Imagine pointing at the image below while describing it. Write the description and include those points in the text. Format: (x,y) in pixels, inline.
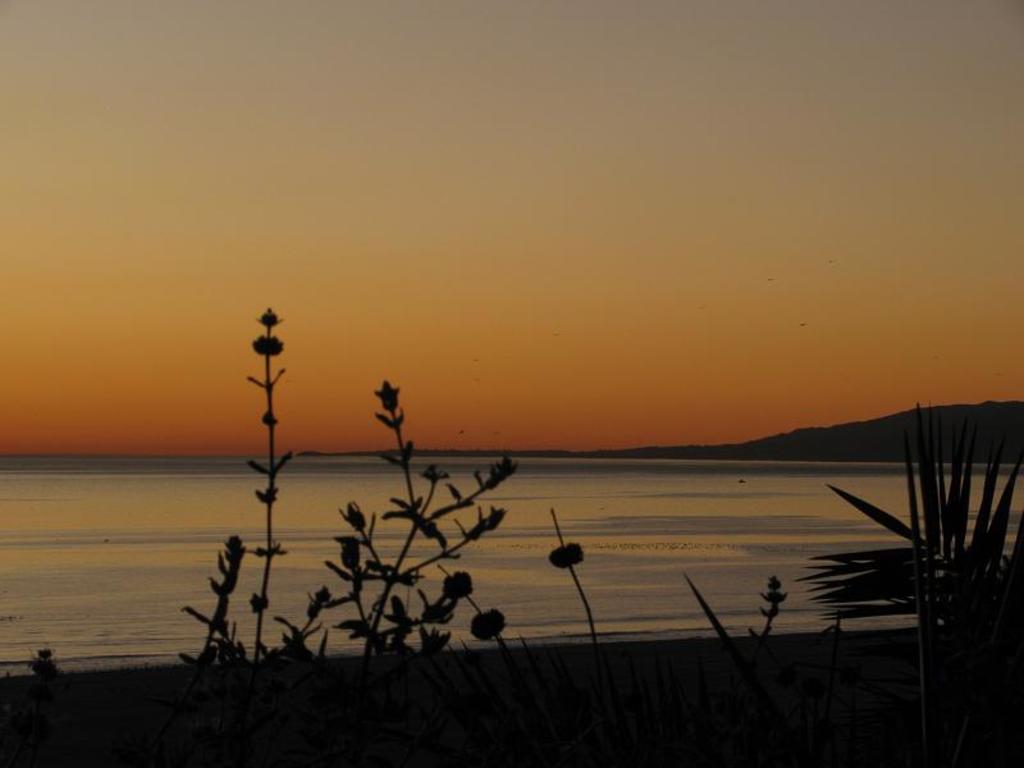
Here at the bottom (341,557) we can see plants (682,692). In the background (423,538) there is water (869,466), mountain (883,441) and sky (245,264).
